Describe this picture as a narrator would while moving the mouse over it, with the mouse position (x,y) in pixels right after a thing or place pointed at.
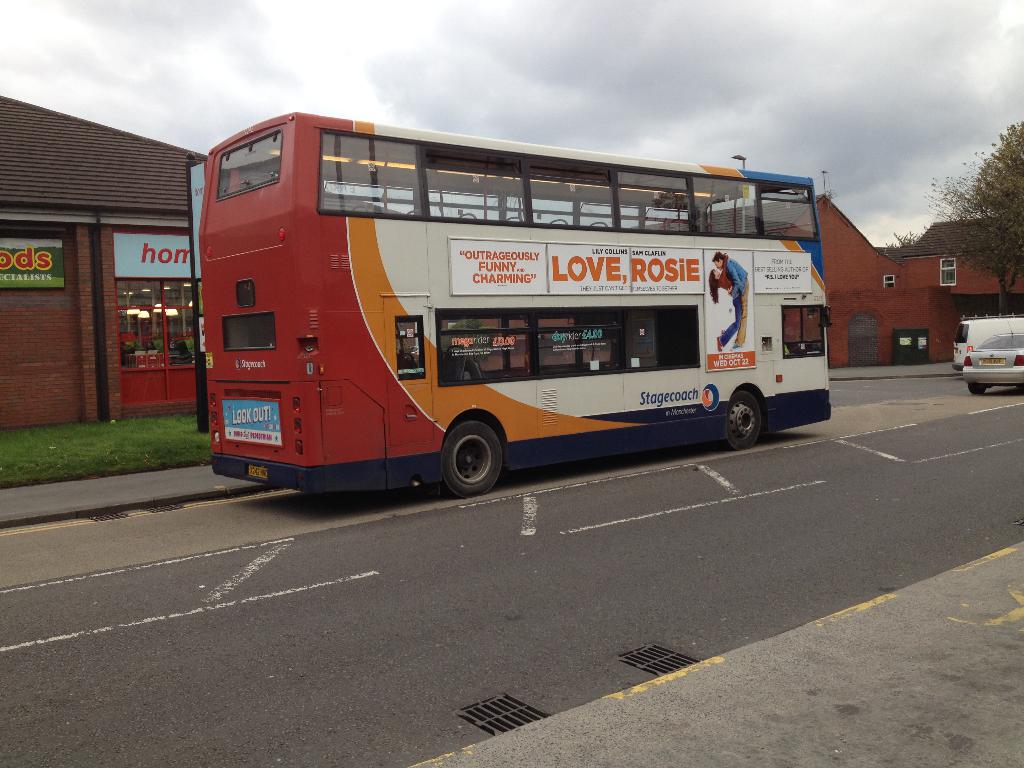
In this image a bus (665,429) is moving on the road (882,391). In the right (994,371) few other vehicles (991,359) are moving. In the background (89,188) there are buildings (132,194), trees (1012,232). The sky (813,128) is cloudy.
